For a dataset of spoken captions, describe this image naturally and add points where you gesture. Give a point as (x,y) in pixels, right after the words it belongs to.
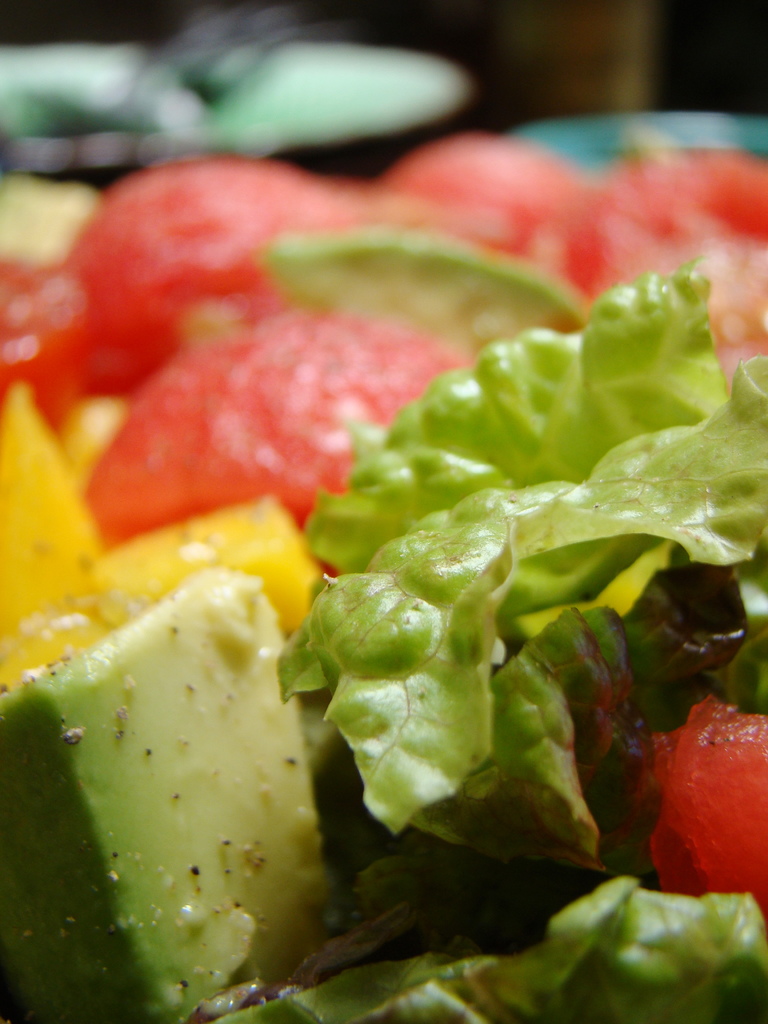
In the picture I can see food items (471,843). The background of the image (499,239) is blurred.
